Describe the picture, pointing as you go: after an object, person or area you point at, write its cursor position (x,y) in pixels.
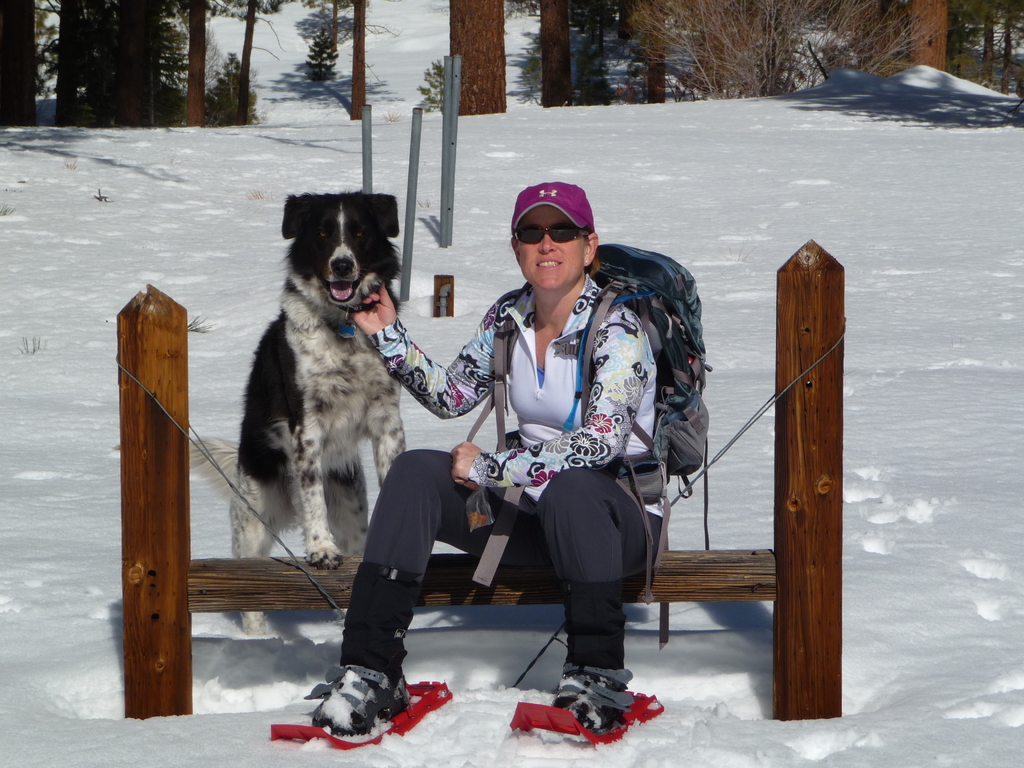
In the image there is a lady (453,535) sitting on the wooden log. She kept goggles (558,230) and there is a cap (588,222) on her head (561,245). And she is wearing bag (485,409). Beside her there is a dog (316,380) is standing. And on the ground (50,212) there is snow (758,203). At the top of the image (480,49) there are trees (551,79).
